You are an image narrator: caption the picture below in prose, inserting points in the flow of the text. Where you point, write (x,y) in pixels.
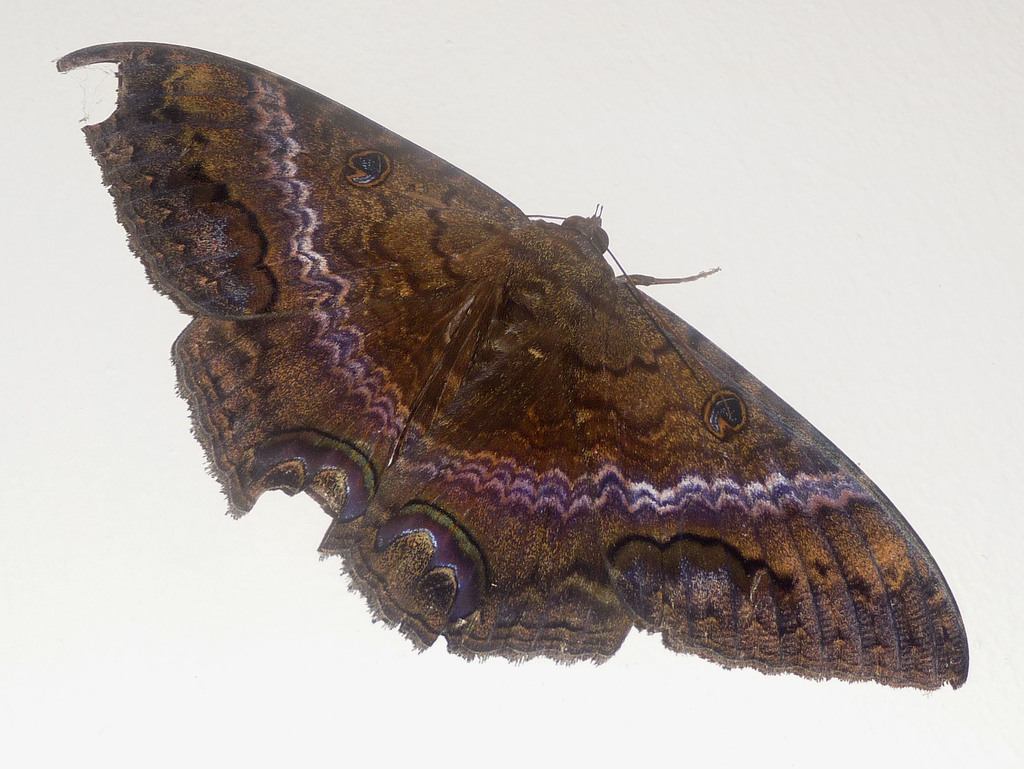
This picture contains a butterfly (631,428). It is in brown color. In the background (171,518), it is in white color.
